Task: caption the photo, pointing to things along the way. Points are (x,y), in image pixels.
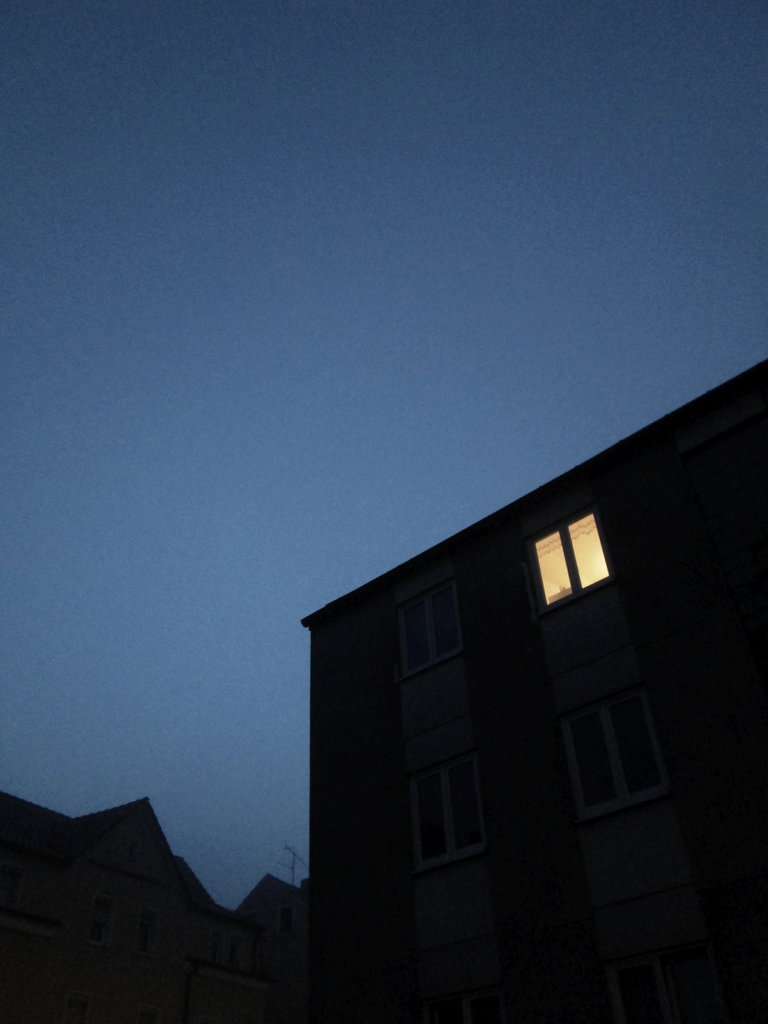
In this picture there are buildings (546,790) and in the top (321,78) there is a blue sky (297,507).
